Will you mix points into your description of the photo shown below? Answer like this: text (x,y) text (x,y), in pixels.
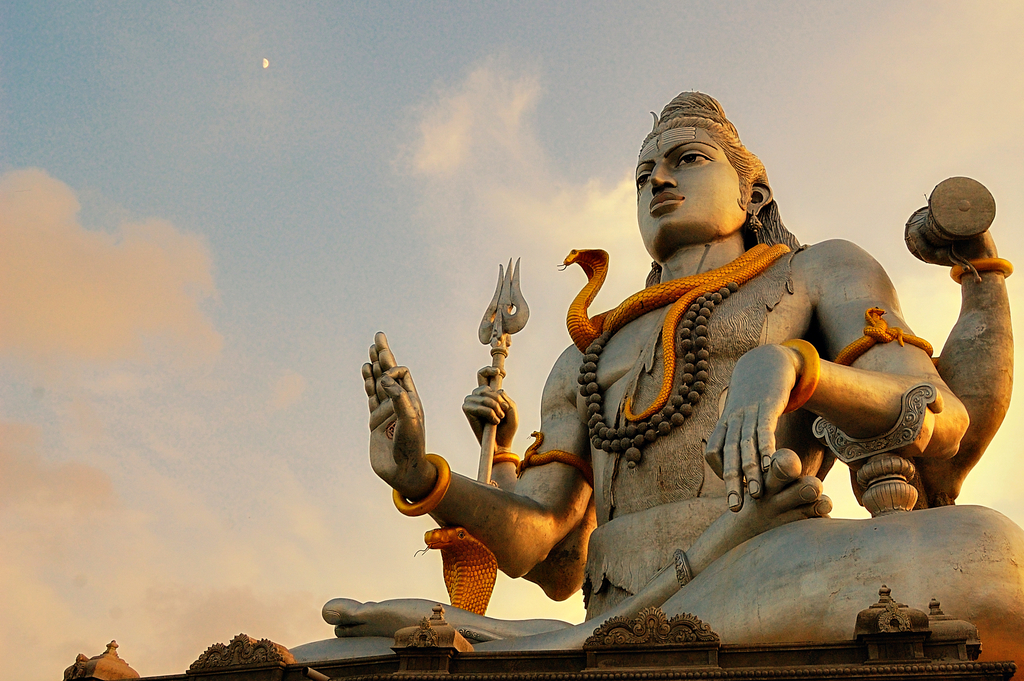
In the middle of the image (663,249) we can see a statue (515,280). At the top of the image (611,215) we can see some clouds (923,37) and moon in the sky (106,59).
